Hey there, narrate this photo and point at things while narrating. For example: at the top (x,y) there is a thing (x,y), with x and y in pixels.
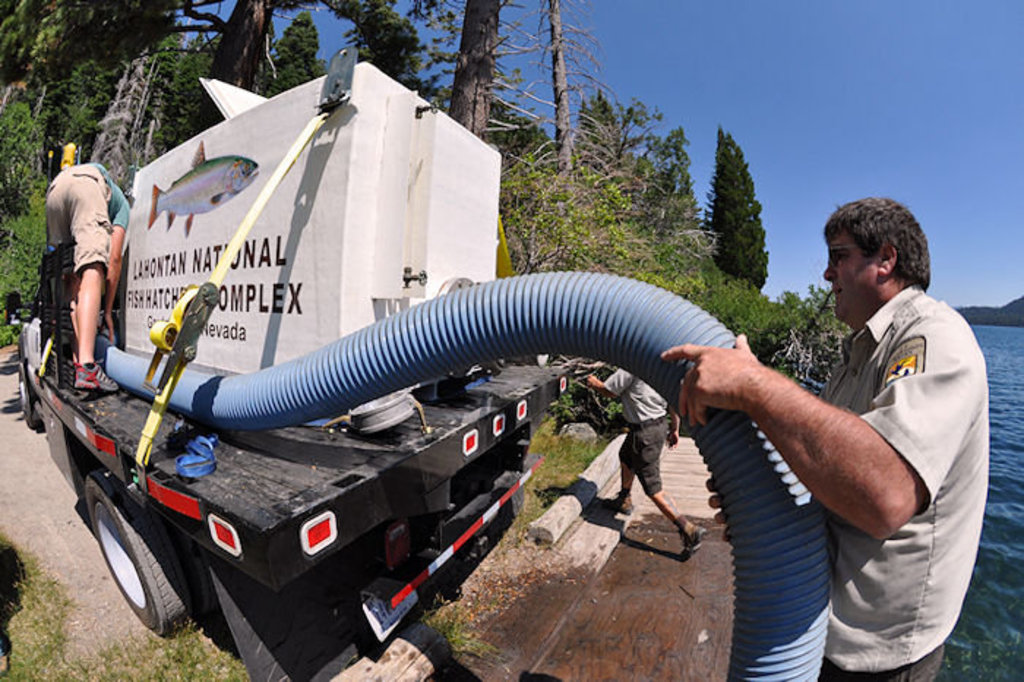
In this image, we can see a truck (112,500) and there is a person (891,409) holding a pipe (463,352), there is a person (648,475) walking, we can see a person (96,238) standing on the truck (111,434), there are some trees (33,145), we can see water (1003,506), at the top (701,217) there is a blue sky (815,16).
